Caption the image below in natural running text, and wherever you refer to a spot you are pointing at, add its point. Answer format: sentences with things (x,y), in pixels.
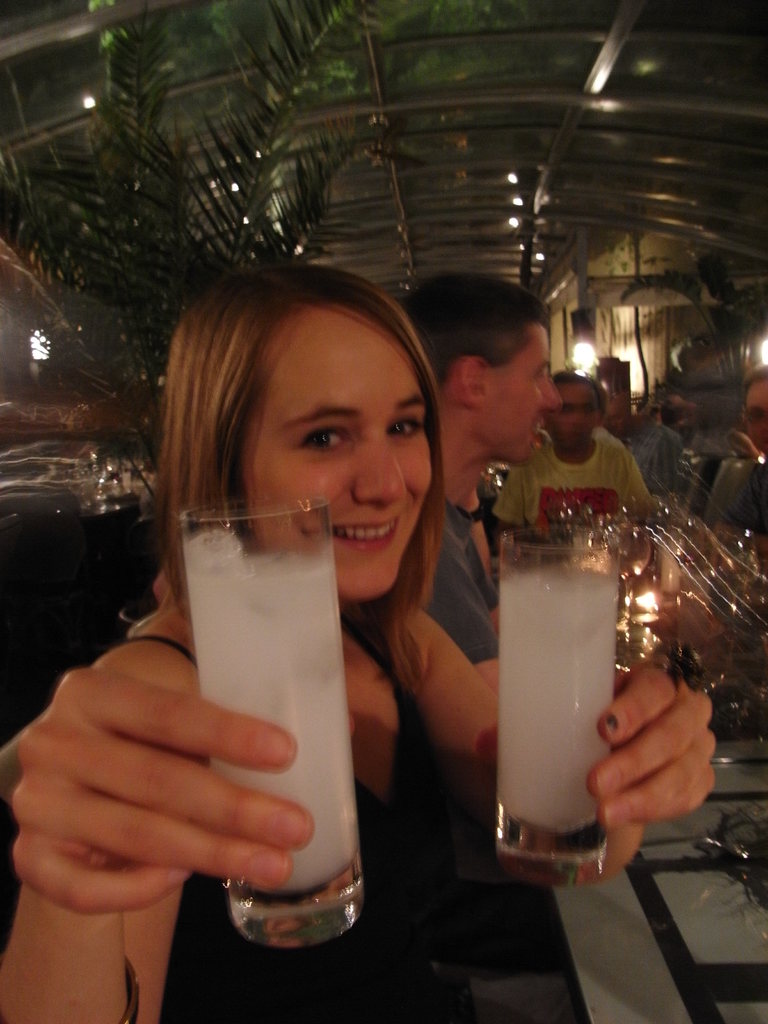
In this picture there is a woman (194,444) smiling and holding the glasses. At the back (766,408) there are group of people (589,402) and there are glasses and objects (583,551) on the table (627,609) and there are plants (288,80) and lights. At the top (483,89) there is a roof (429,145).
